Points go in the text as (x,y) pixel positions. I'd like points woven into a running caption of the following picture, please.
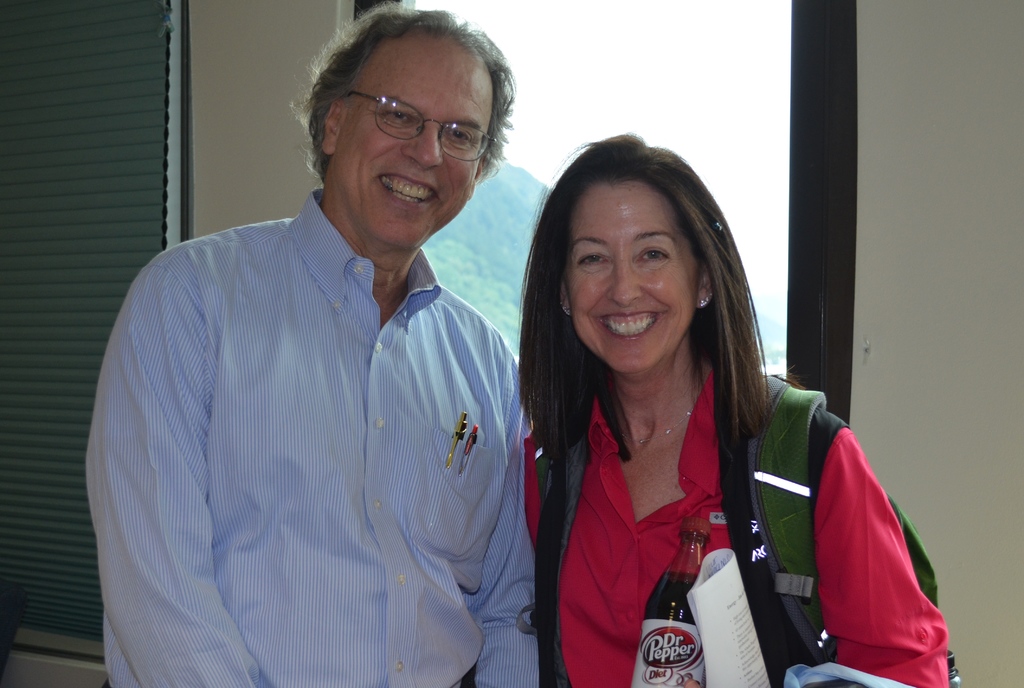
In this image I can see two people (332,418) are standing and smiling. Among them one person (418,410) is wearing the blue shirt (374,484) and another one (596,550) is wearing the red shirt (706,512). Woman (703,348) is holding a paper (698,608) and bottle (664,606). And she is wearing the bag (776,446). To the left (76,186) there is a window blind (73,353) and In the back (520,152) there are trees (535,182) and the sky (641,83).
